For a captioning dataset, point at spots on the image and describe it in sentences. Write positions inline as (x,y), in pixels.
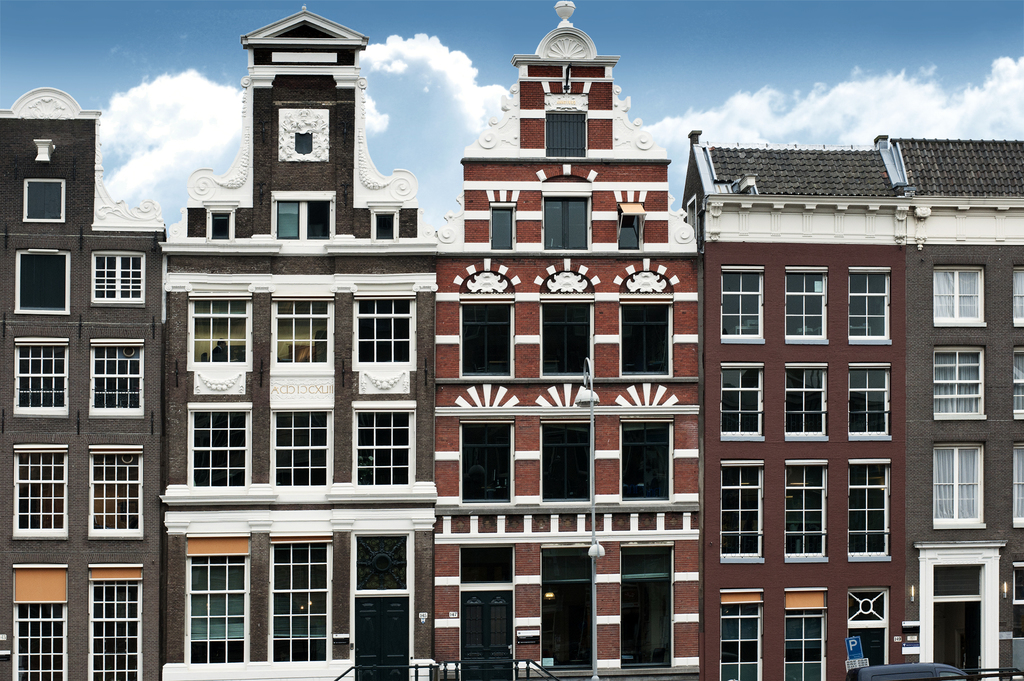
In this picture we can see buildings (283,309) with windows (887,463), curtains (948,372), signboard (860,650), some objects (960,678) and in the background (237,82) we can see the sky (496,81) with clouds (174,81).
